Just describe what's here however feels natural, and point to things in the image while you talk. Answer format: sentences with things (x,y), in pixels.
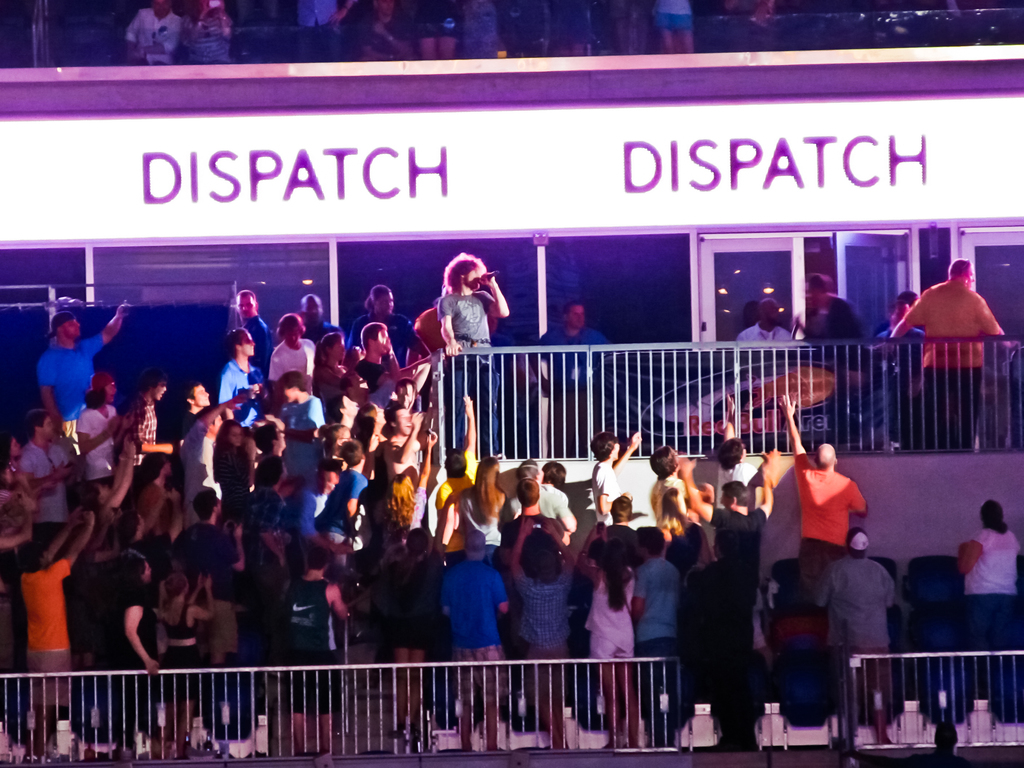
In this image, I can see the barricades (365,706), chairs (820,623) and a group of people (880,605) standing. In the background (235,271), I can see a building (673,298) with a board (327,221) and glass doors (845,285). At the top of the image (164,20), I can see few other people (404,18).
